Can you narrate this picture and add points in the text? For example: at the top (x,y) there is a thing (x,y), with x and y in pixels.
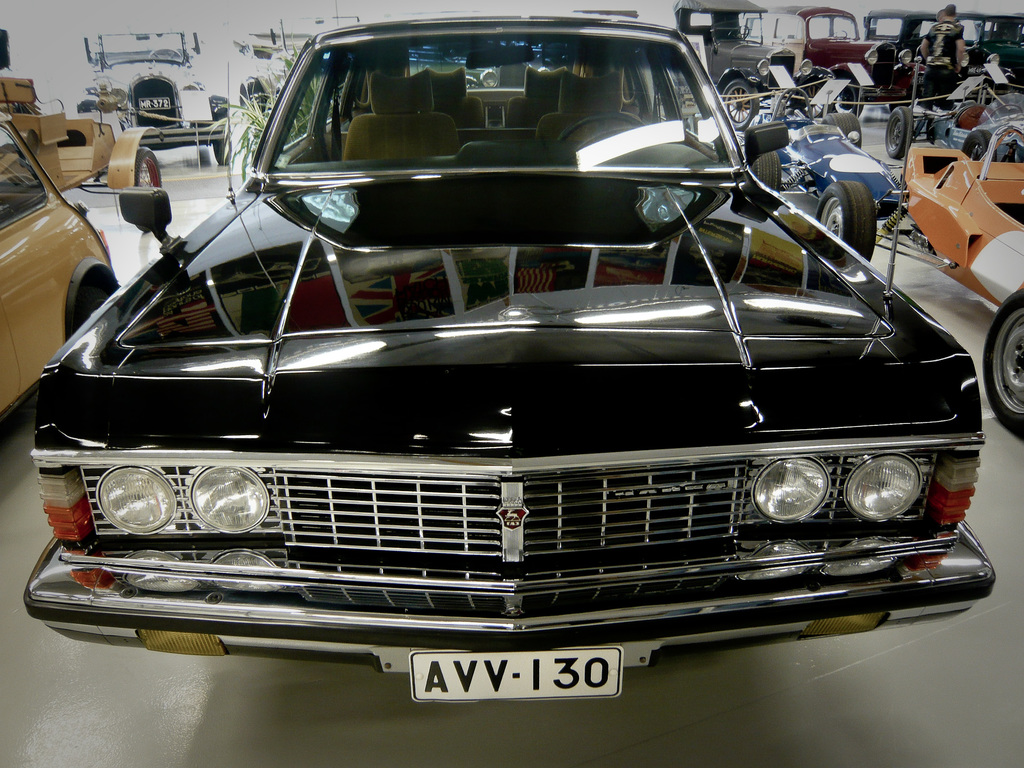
In this image I can see few cars (797,153) visible on floor (224,174) and there is a plant (261,112) visible on left side (246,133) and there is a person (939,32) visible on right side (933,73).
